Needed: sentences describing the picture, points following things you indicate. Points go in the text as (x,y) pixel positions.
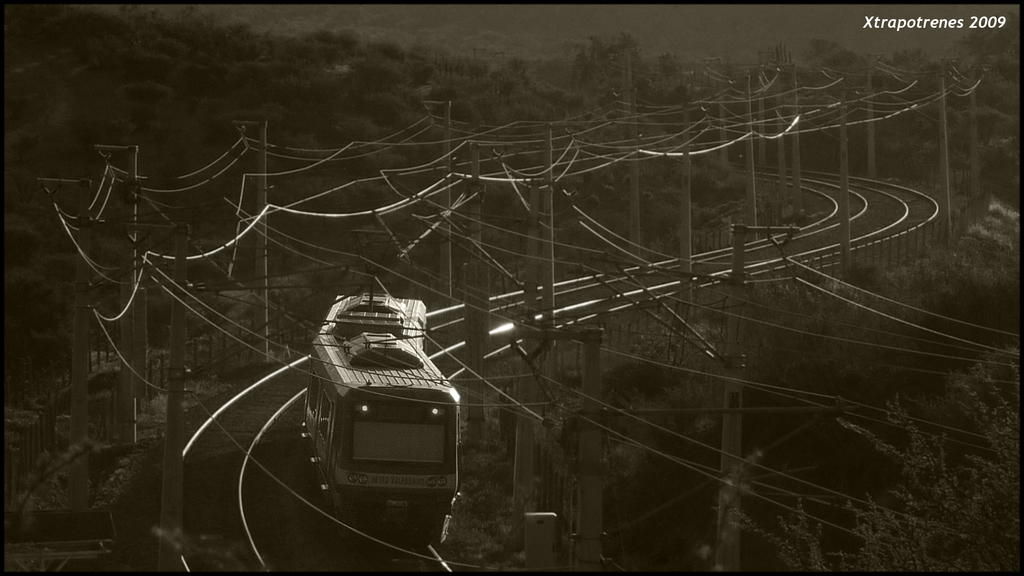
In the image there are train tracks (259,557). And there is a train (361,426) on the track (584,283). There are many electrical poles (842,153) with wires (287,211). And also there are many trees (777,148) in the image. In the top right corner of the image (978,25) there is a watermark (909,28).
